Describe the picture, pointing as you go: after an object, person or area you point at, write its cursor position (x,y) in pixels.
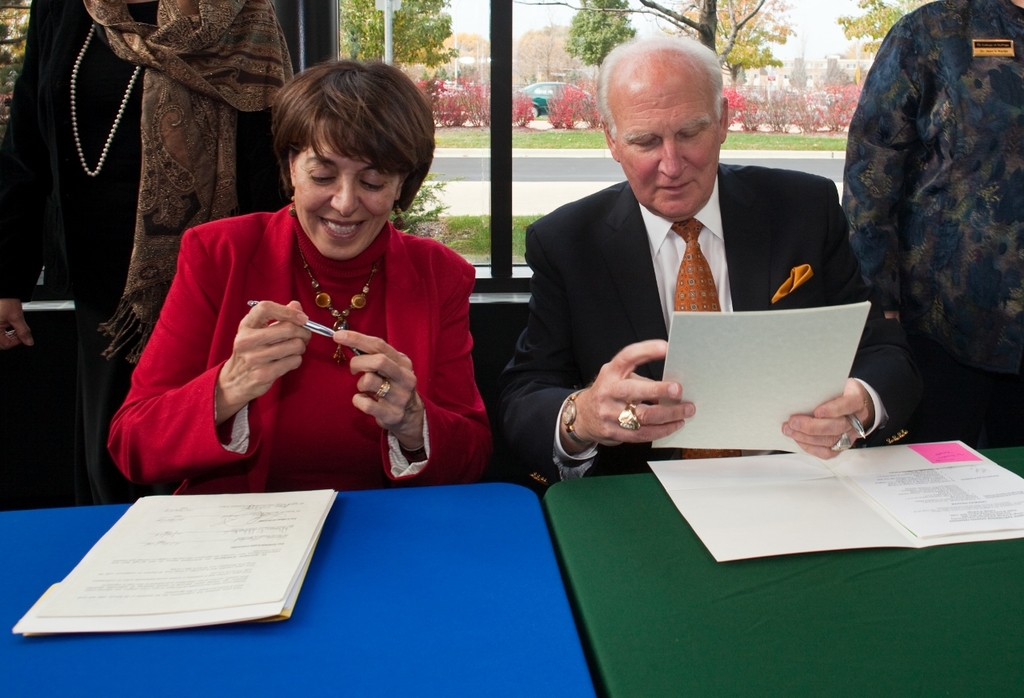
This image consists of a woman (258,365) wearing red dress (245,285). Beside her there is an old man (634,308) wearing black suit (609,316). In front of them, there are tables (362,677) on which papers (276,558) are kept. In the background (231,183) there is a window (800,59) and two persons (876,119) standing, through the window (480,7) there are trees (586,27) and plants (483,105) along with road (521,170) are seen.
